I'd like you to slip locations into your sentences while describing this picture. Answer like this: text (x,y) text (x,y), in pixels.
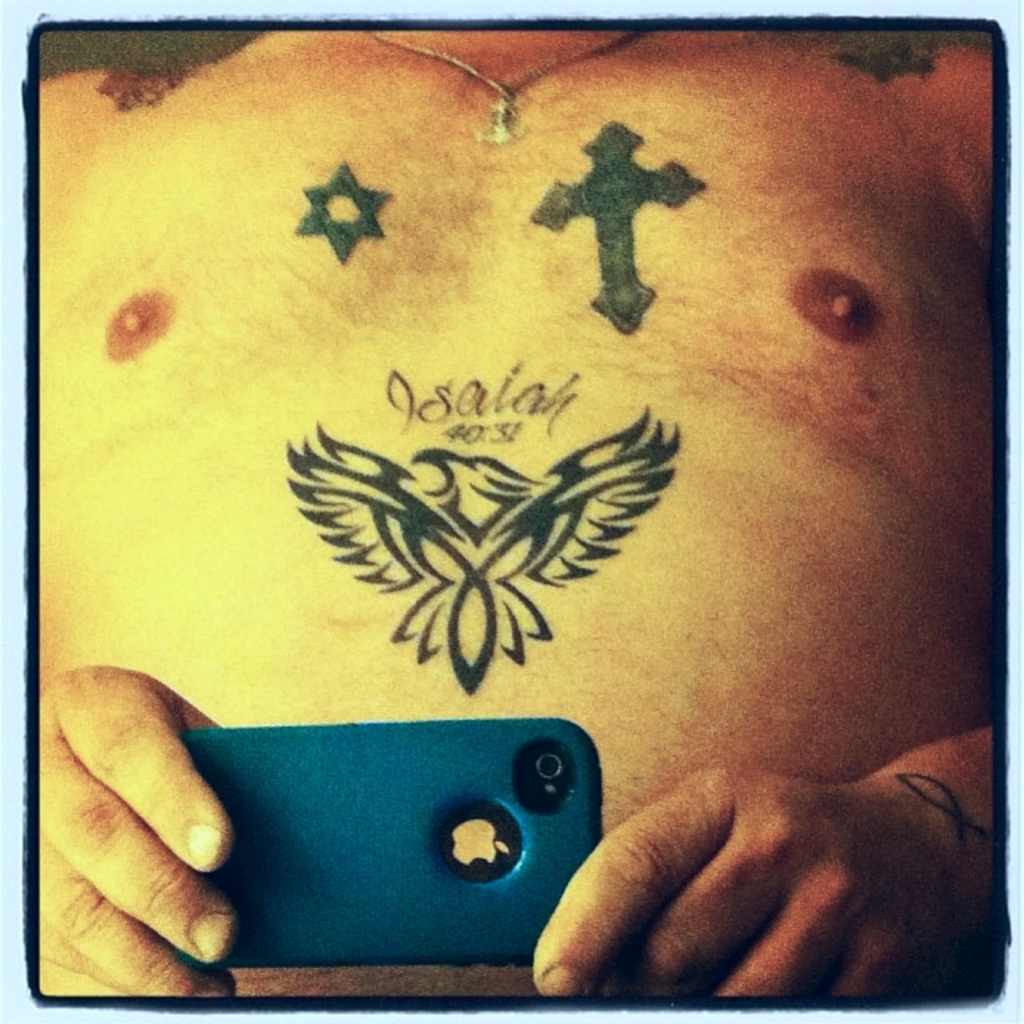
In the center of the image (546,482) a person (647,701) is holding a mobile (518,877). On person (462,413) we can see some tattoos (493,522) and chain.
